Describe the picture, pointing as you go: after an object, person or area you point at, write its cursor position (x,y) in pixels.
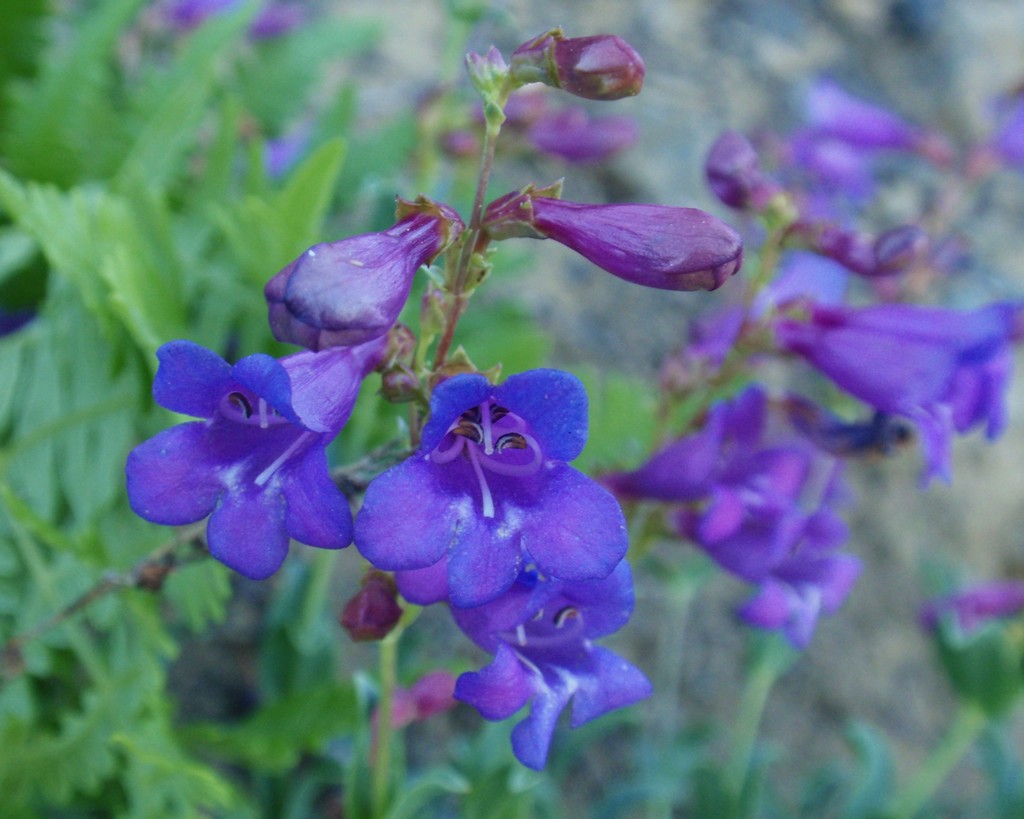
In this image, I can see flowering plants (565,505). This image taken, maybe in a garden (155,638).
